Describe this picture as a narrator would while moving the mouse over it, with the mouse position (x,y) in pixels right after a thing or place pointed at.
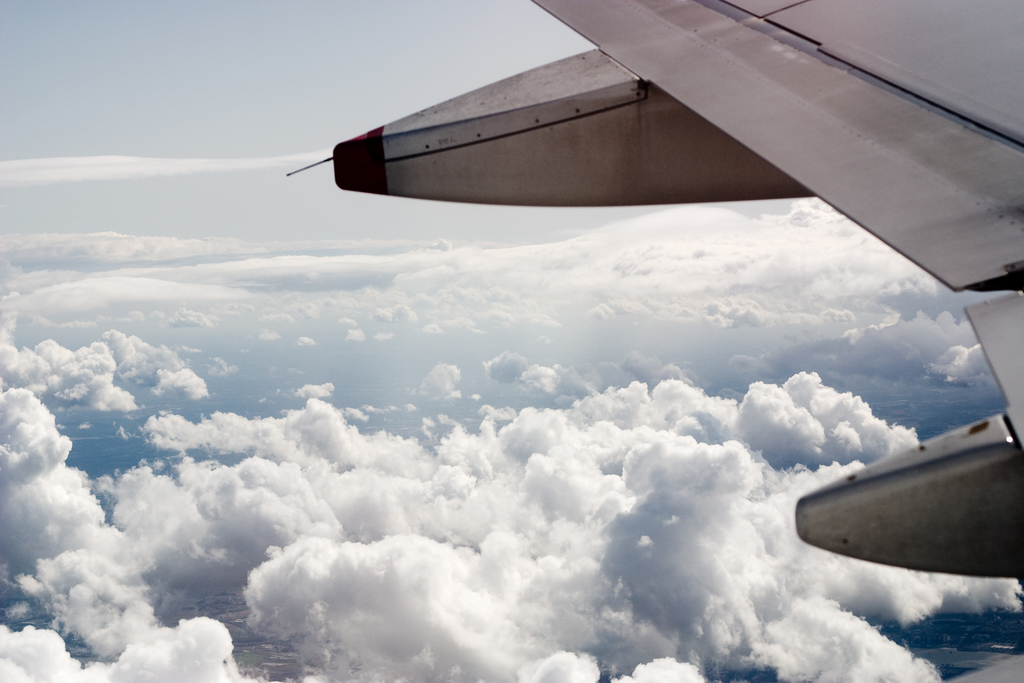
In this picture we can see a part of an aircraft (965,481). We can see a few clouds (291,592) in the sky (45,313).
